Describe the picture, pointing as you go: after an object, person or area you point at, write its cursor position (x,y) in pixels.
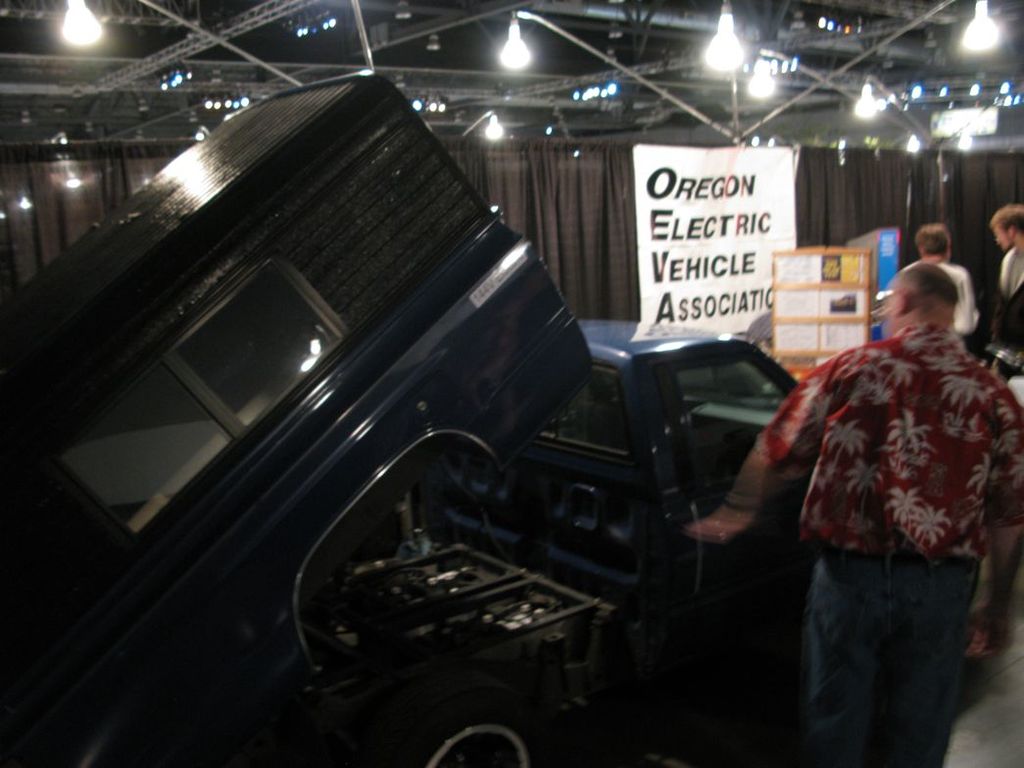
In this image I see a vehicle (553,379) over here and I see few people (922,304) and I see a banner (736,228) on which there is something written and I see the brown color clothes (615,211) in the background (58,206) and I see the lights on the rods (651,86).
